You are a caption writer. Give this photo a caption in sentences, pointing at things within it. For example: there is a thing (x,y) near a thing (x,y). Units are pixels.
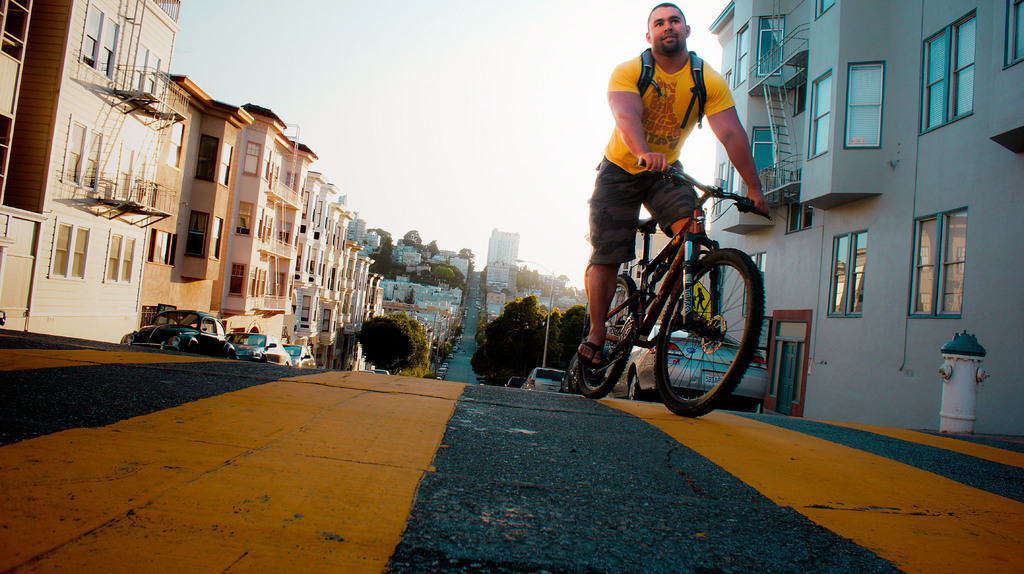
I think this picture is inside the city. There is a person (598,247) riding bicycle (608,326) on the road (602,455) and at the left side of the image (132,340) there are many vehicles (162,340) on the road (184,414) and at the both left and right side of the image (859,195) there are buildings (338,305), trees (427,349). At the top (362,95) there is a sky (367,68).
